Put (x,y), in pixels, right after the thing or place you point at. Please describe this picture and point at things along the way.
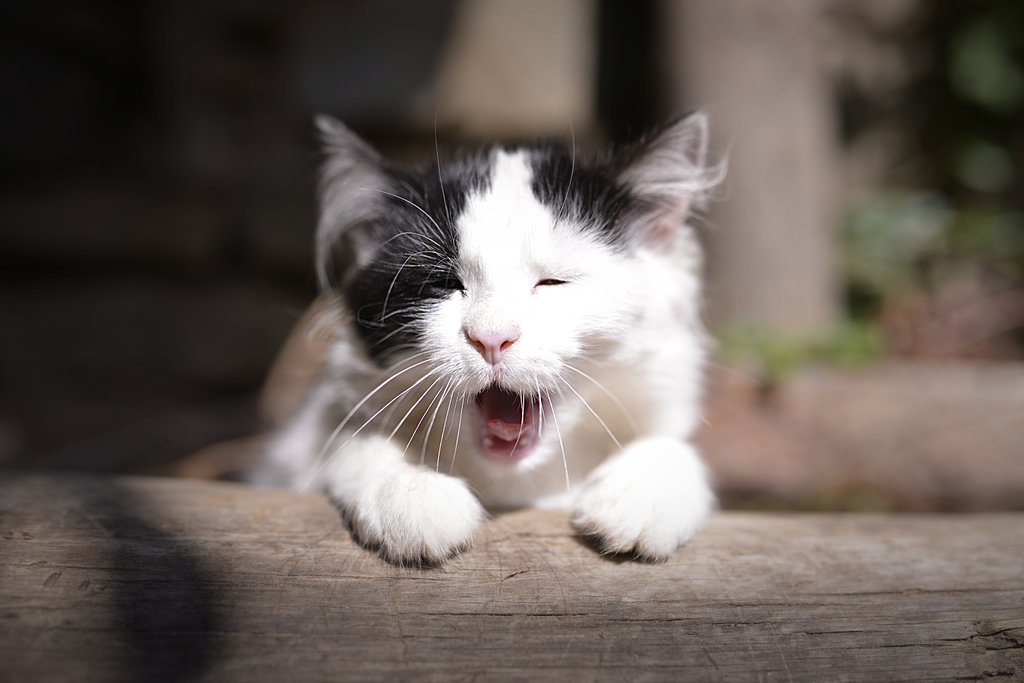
In this image in the foreground (622,401) there is one cat (470,285) and there is a blurry background (878,171), at the bottom (781,617) there might be a wooden pole (397,603).
